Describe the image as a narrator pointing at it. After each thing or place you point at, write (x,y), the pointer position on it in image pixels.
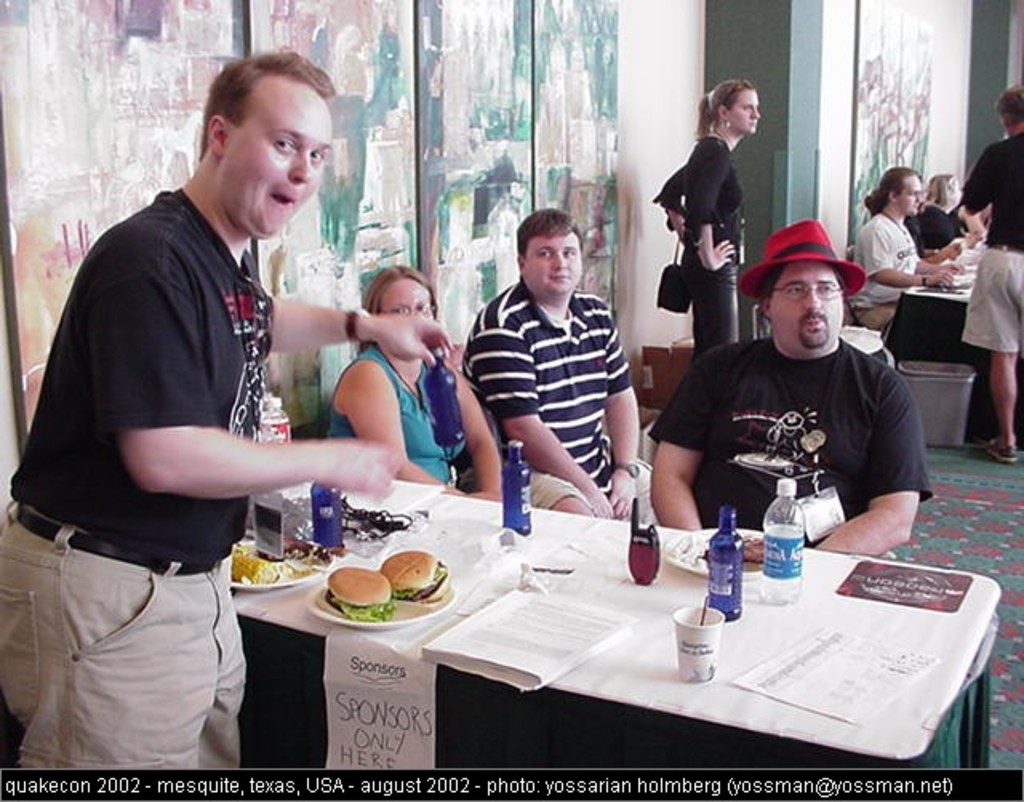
This image consists of many persons (604,387). It looks like an event hall (800,126). In the front (521,656), we can see a table (694,694) on which there are burgers (436,583), bottles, paper (513,646) and a book (533,646). In the background (456,136), there are wooden frames (462,121) on the wall (627,105). At the bottom (944,535), there is a floor mat (986,523).
